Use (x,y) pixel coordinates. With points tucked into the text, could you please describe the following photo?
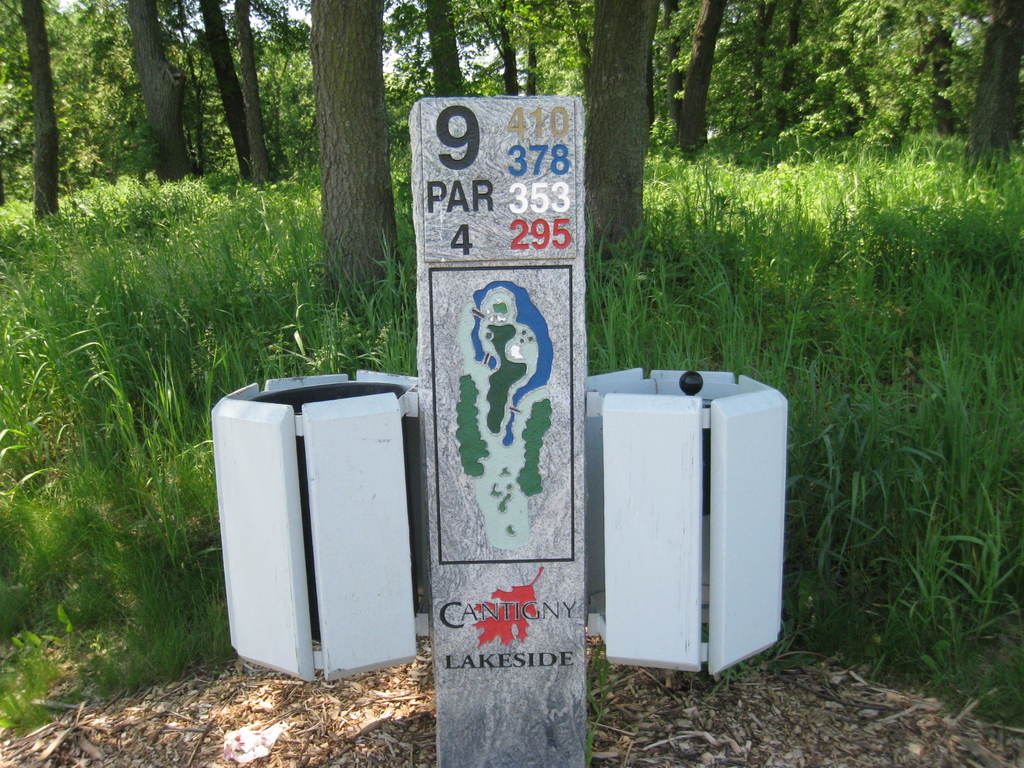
In this image we can see a pole (553,569) with dustbins (664,639). On the backside (351,305) we can see some plants (230,383), grass (333,286), bark (360,170) of the tree (360,170) and trees (300,141).
